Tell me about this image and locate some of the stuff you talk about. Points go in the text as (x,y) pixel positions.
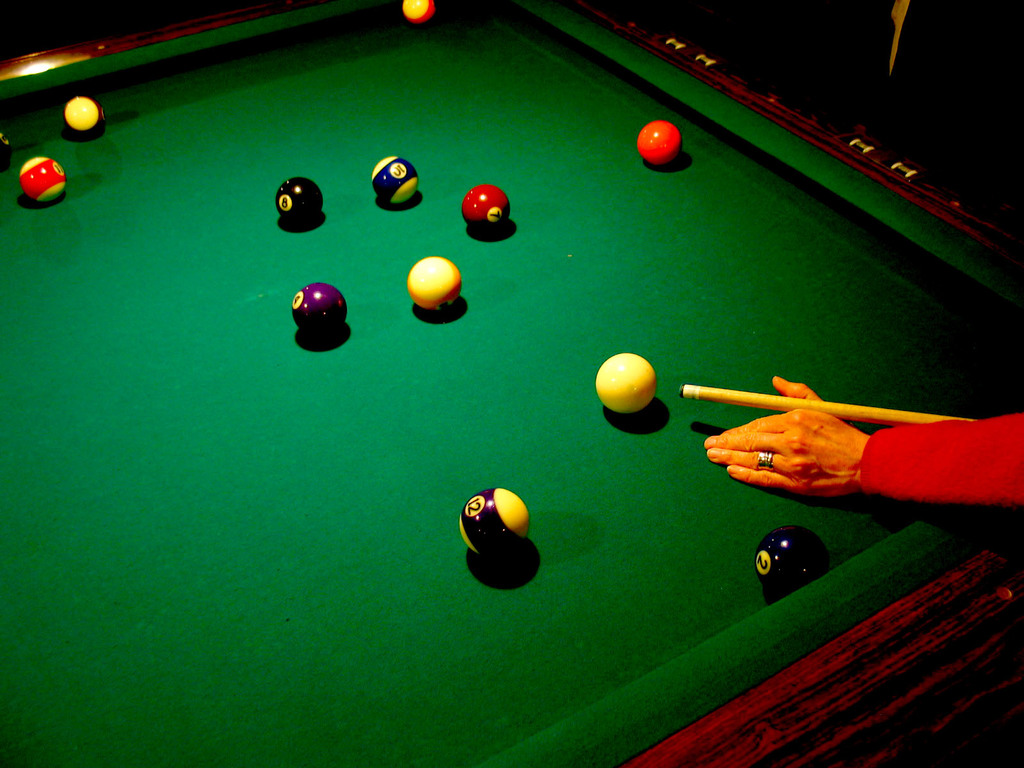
In this image there is a Ball pool table (512,578). All the balls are placed on the table (134,318). To the right (854,441) there is a human hand (785,449) holding a stick (716,395) to hit the ball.
